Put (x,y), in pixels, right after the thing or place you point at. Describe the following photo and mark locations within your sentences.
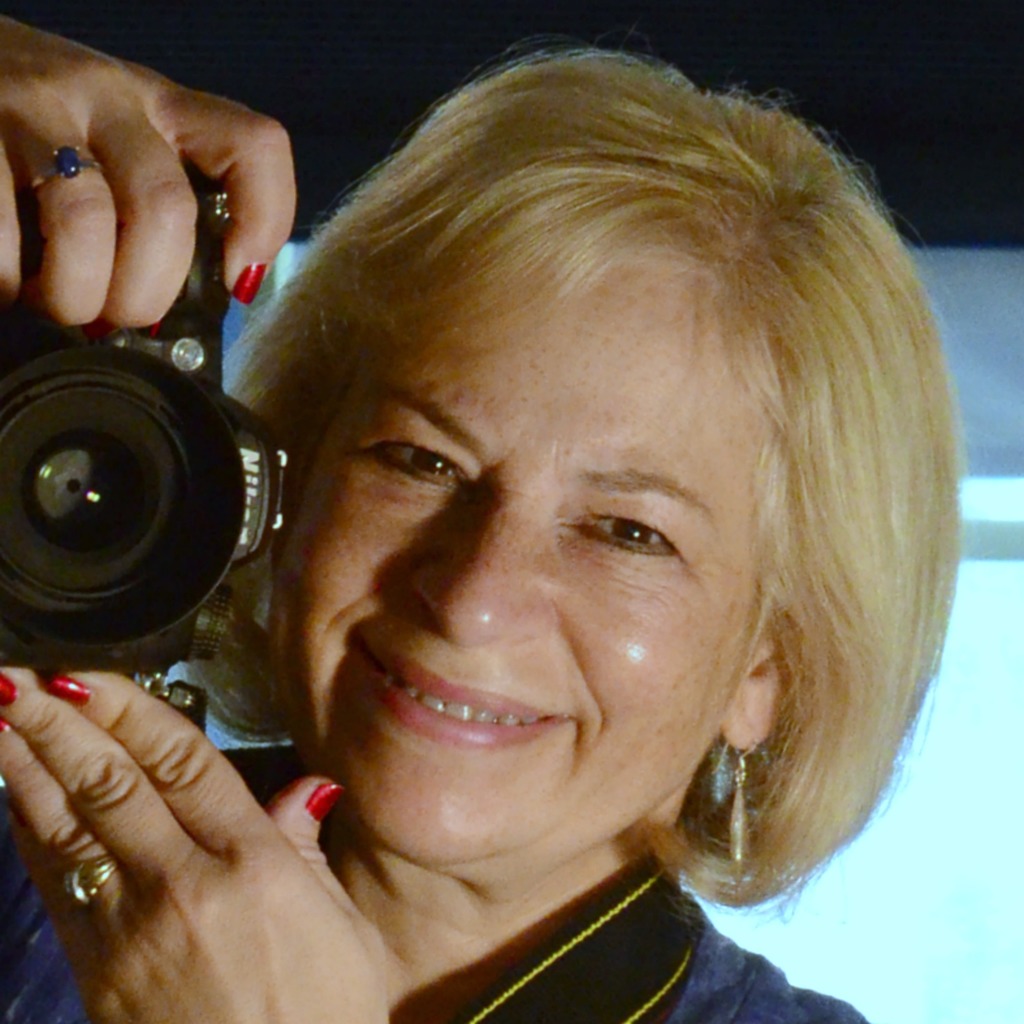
In this picture we can see a woman (531,775) is smiling in the front (521,751), she wore earrings (741,783), she is holding a digital camera (219,577).
